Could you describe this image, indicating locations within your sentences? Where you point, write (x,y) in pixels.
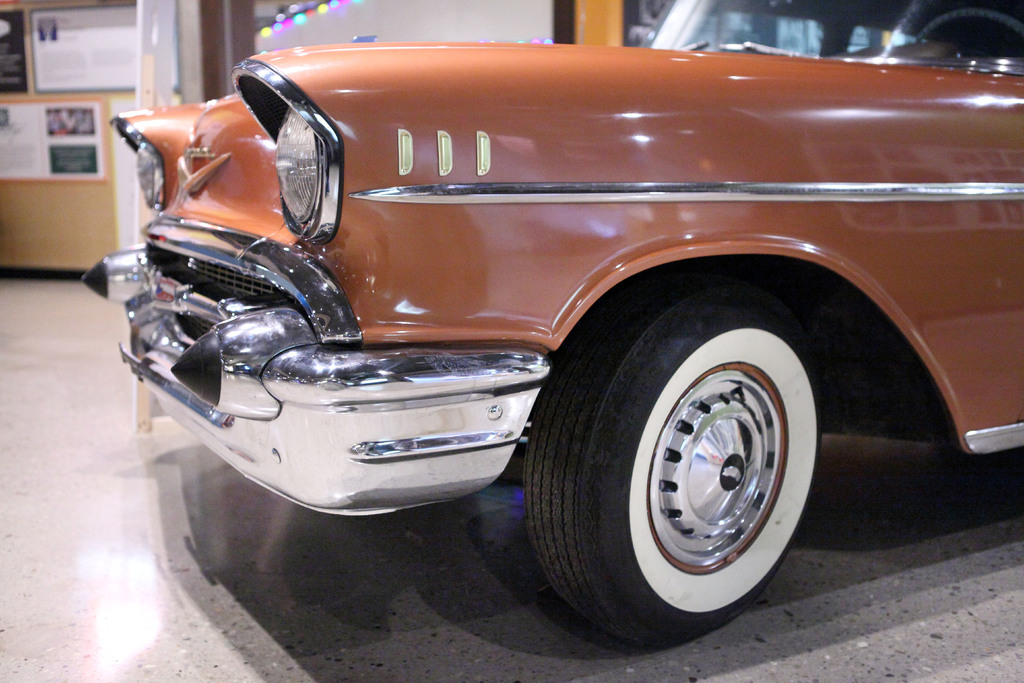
In this image I can see the vehicle (524,327) which is in brown color. In the background (105,173) I can see the boards (74,130) and the vehicle (278,474) is inside the building (179,632).
